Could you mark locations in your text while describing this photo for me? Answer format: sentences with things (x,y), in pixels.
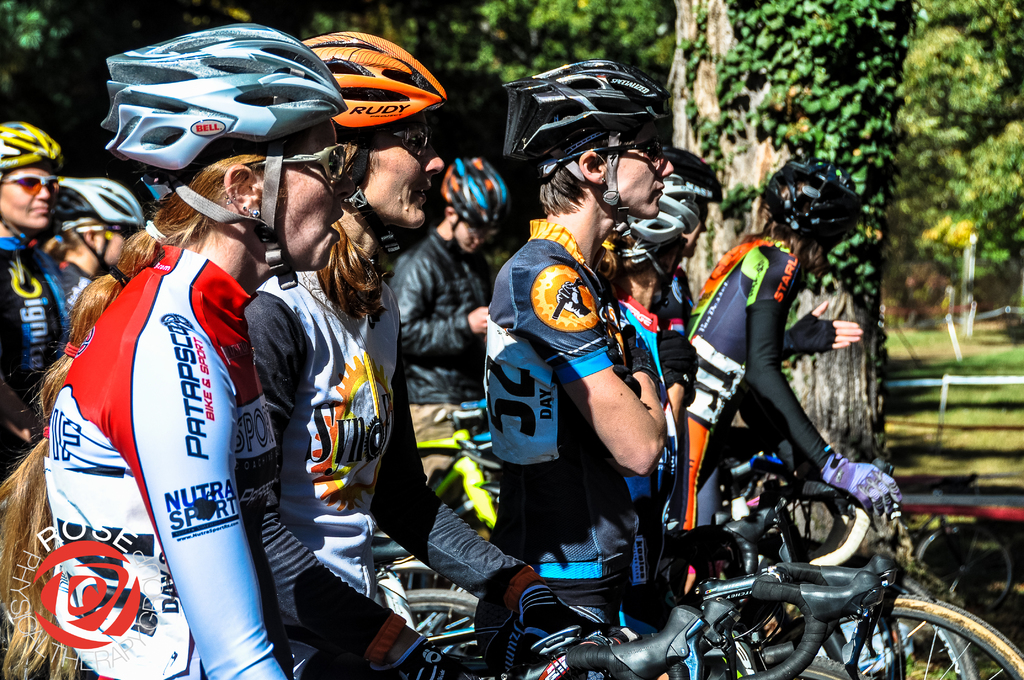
In the image I can see some people (359,438) who are wearing the helmets (216,41) are on the bicycles (440,590) and also I can see some trees (737,71) and plants (487,40).
